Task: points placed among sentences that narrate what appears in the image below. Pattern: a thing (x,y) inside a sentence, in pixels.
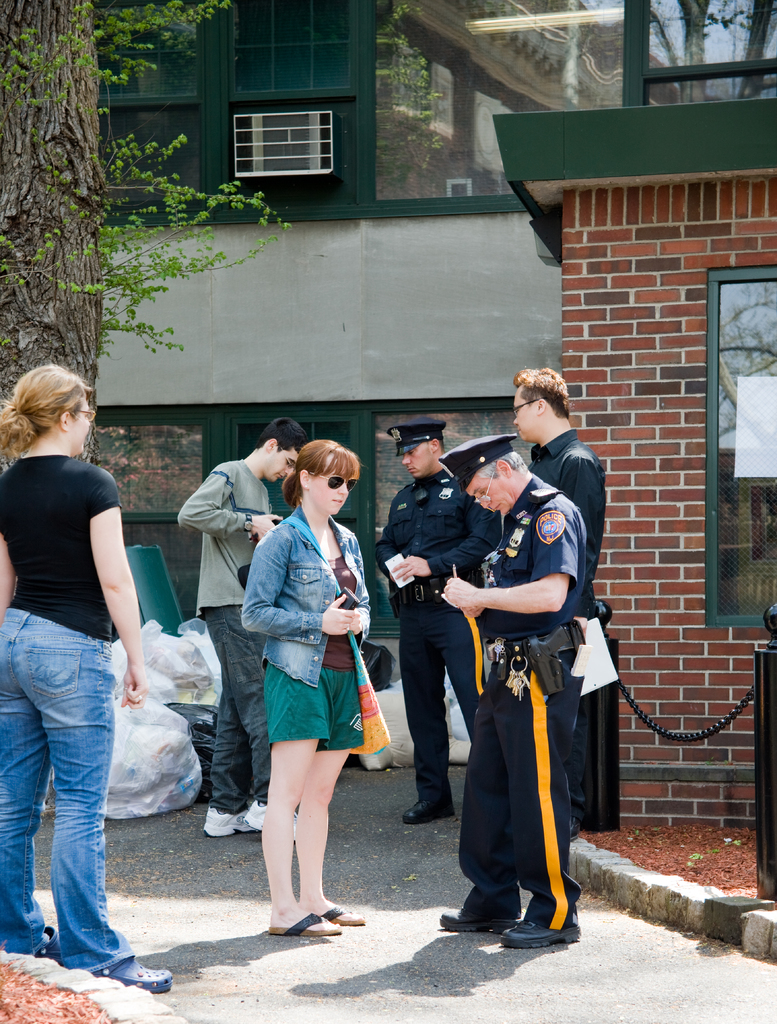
There are people (92,514) and cops (433,704) standing in the foreground area of the image (485,584), there are garbage polythene (158,664), buildings (368,309) and the tree (132,320) in the background (262,242).
